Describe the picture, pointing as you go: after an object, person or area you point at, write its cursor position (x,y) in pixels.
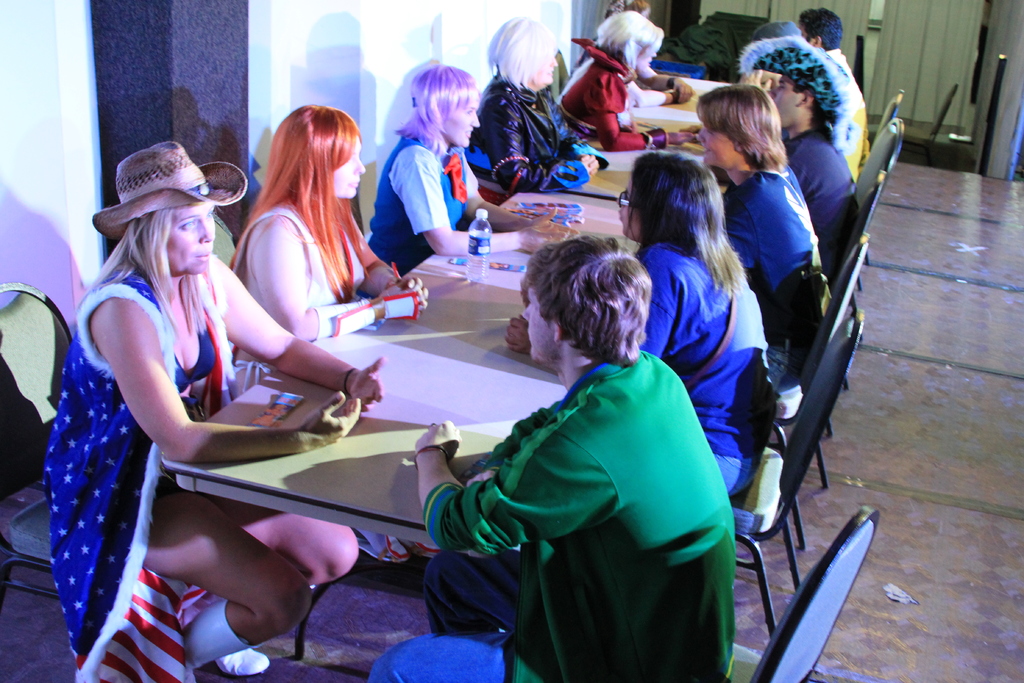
This is the picture of some people (663,313) sitting on the chairs (28,526) in front of the tables (447,331) on which there are some bottles (471,254) and something placed.
